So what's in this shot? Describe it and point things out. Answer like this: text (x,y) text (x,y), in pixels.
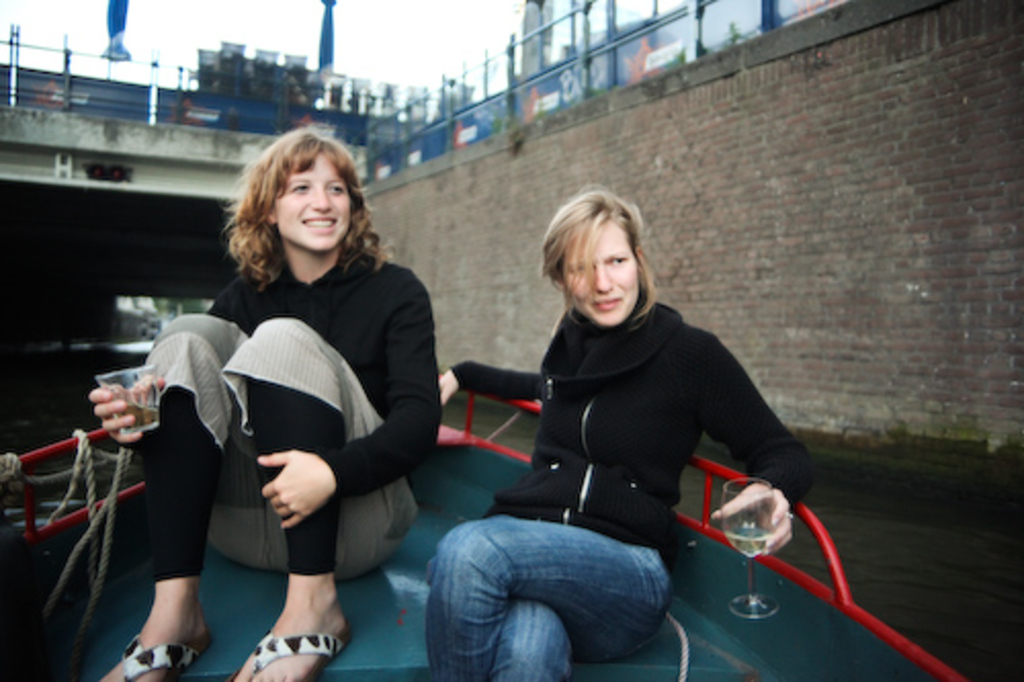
Here I can see two women (514,578) sitting on the boat (248,582) and one is smiling by looking at the right side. They are holding glasses (124,401) in their hands (772,518). In the background (77,212) there is a bridge (121,130). On the bridge (192,163), I can see railings (551,24). At the top of the image (198,32) I can see the sky (220,31). On the right side (922,537), I can see the water (902,522). It seems to be a canal (926,580).
